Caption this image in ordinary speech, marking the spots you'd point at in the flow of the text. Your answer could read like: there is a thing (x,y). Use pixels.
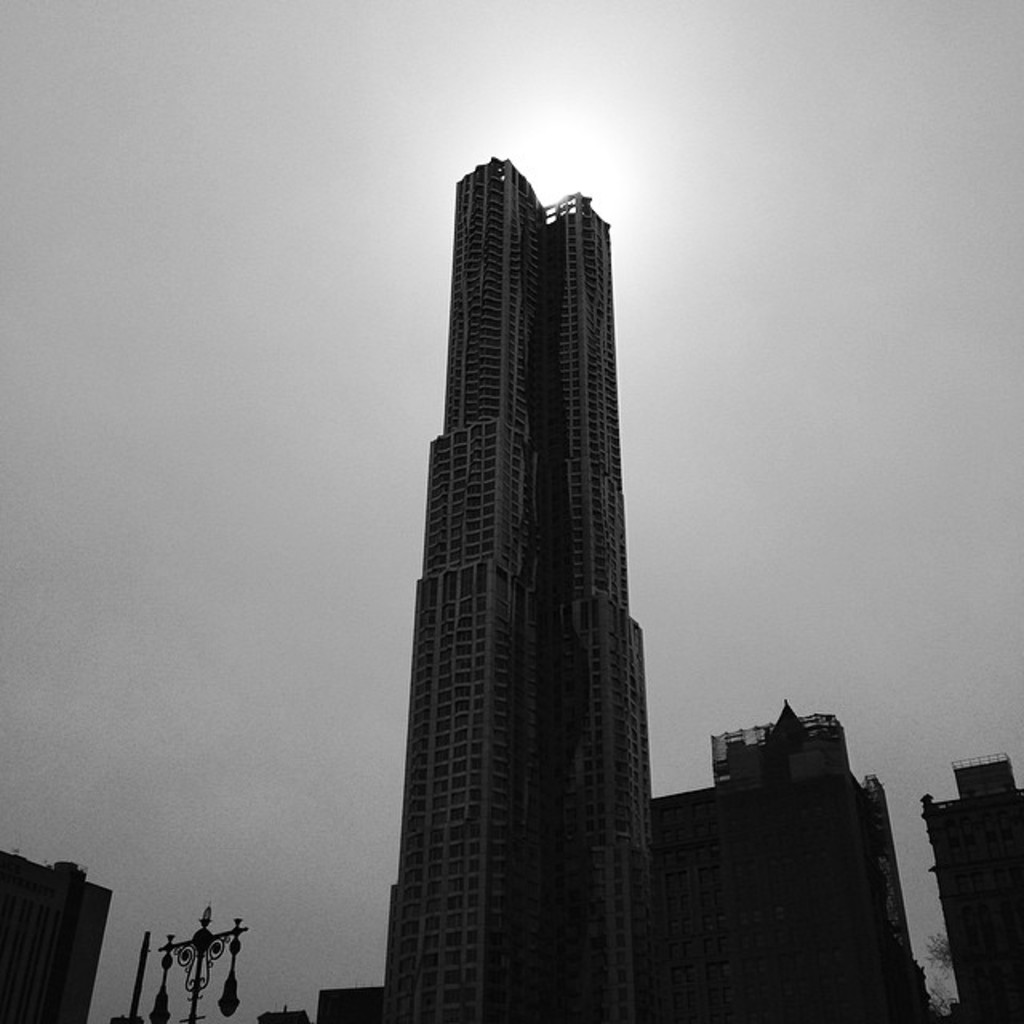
This is a black and white image and here we can see buildings (82,941) and poles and at the top (365,139), there is sky (315,94).
